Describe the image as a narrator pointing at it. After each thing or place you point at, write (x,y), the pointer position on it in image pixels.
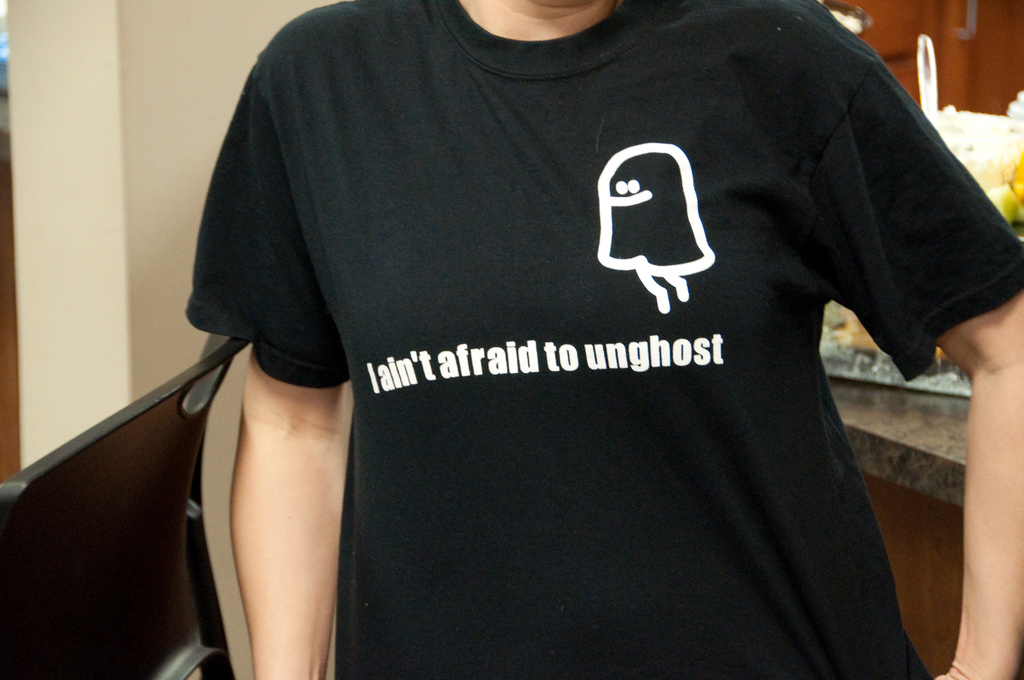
In this image there is a person (622,232), beside the person (283,329) there is a chair (44,562) and a wall (54,385), on the other side there is a platform (957,426) with some objects (952,386) and there are like wooden cabinets (884,42).
